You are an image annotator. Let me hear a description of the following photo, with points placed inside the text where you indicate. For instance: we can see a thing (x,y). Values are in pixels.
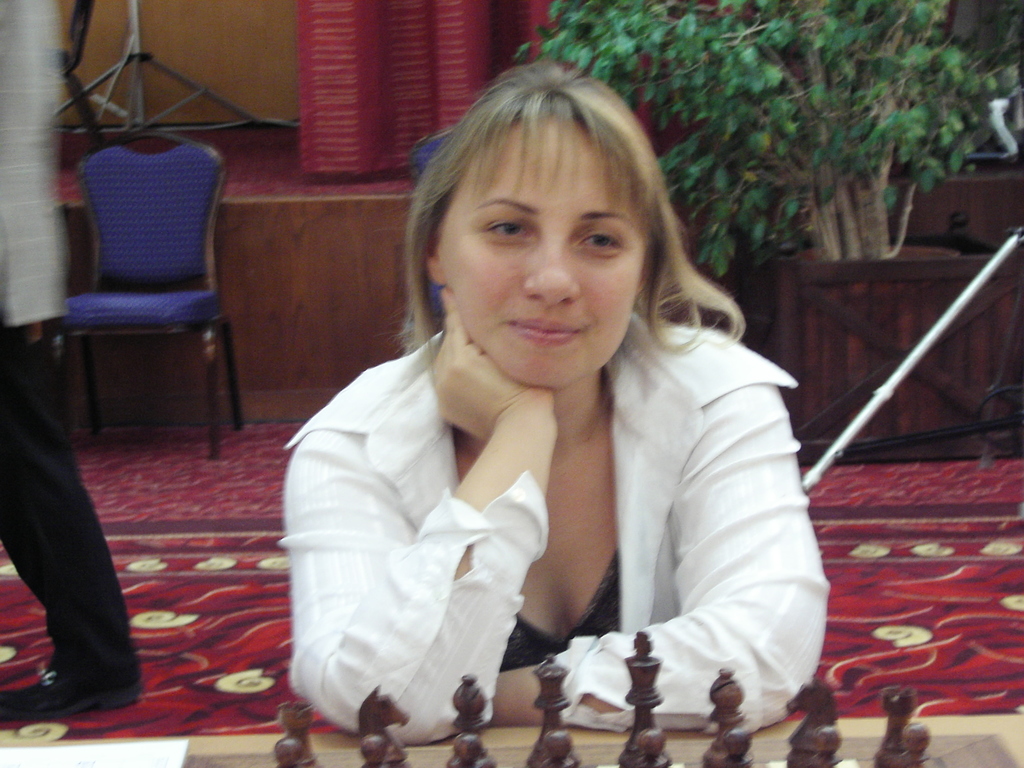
In this image there is person (734,663), chess board (381,765), chess coins (728,754) in the foreground (634,742). There is a person (9,235), chair (116,308) in the left corner (20,241). There is a potted plant (739,173) in the right corner (818,60). There is wall (172,117) in the background (191,416). And there is a mat (153,426) at the bottom (41,622).
